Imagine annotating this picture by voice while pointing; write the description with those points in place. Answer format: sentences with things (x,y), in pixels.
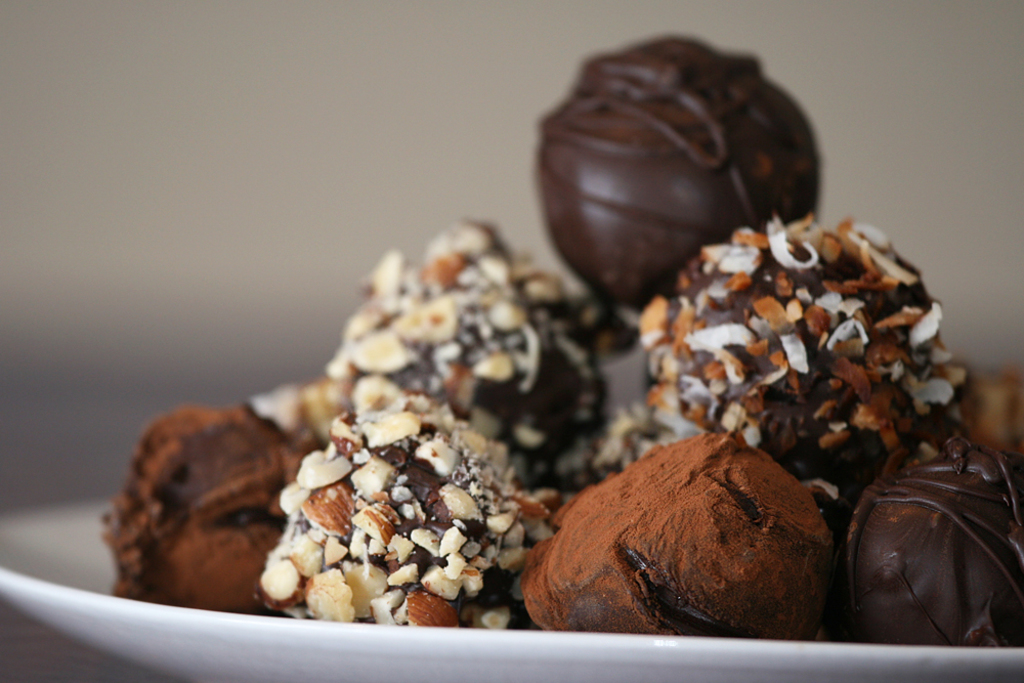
In this picture, we see a white plate (336,669) containing the chocolates (660,591). In the background (253,205), we see a wall (288,163) in white color. This picture is blurred in the background (176,368).
